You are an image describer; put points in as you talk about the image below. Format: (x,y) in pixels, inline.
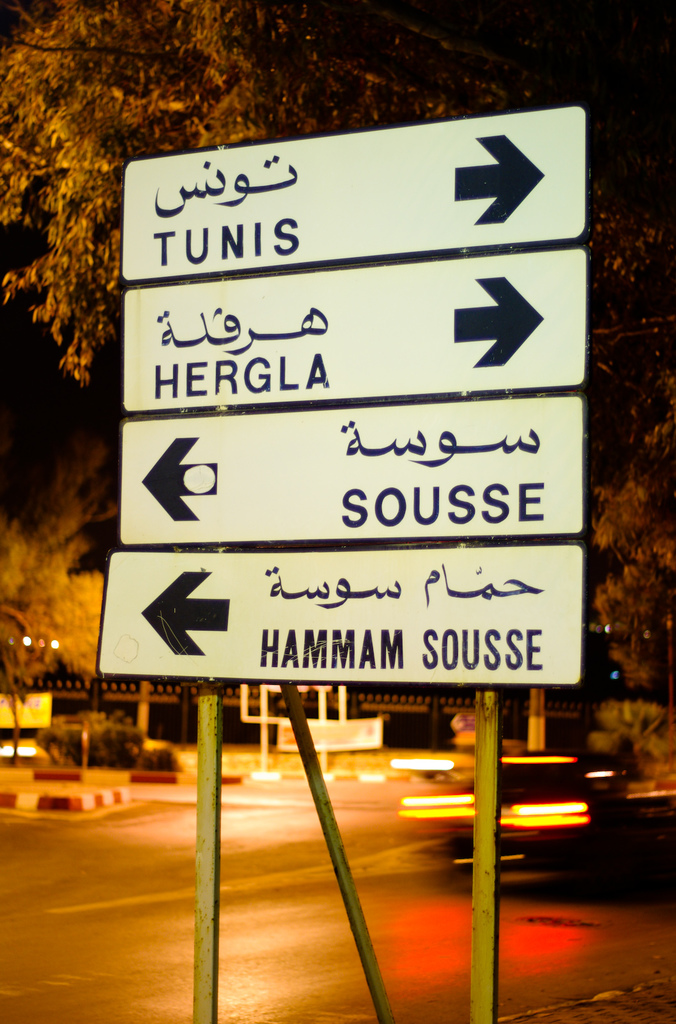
In this picture I can observe four boards (251,628) fixed to the two poles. There is some text (432,581) on these boards (214,467). I can observe a road (96,923) and on the right side (570,806) there is a vehicle (505,803) moving on the road (243,869). In the background (66,480) there are trees (29,668).
